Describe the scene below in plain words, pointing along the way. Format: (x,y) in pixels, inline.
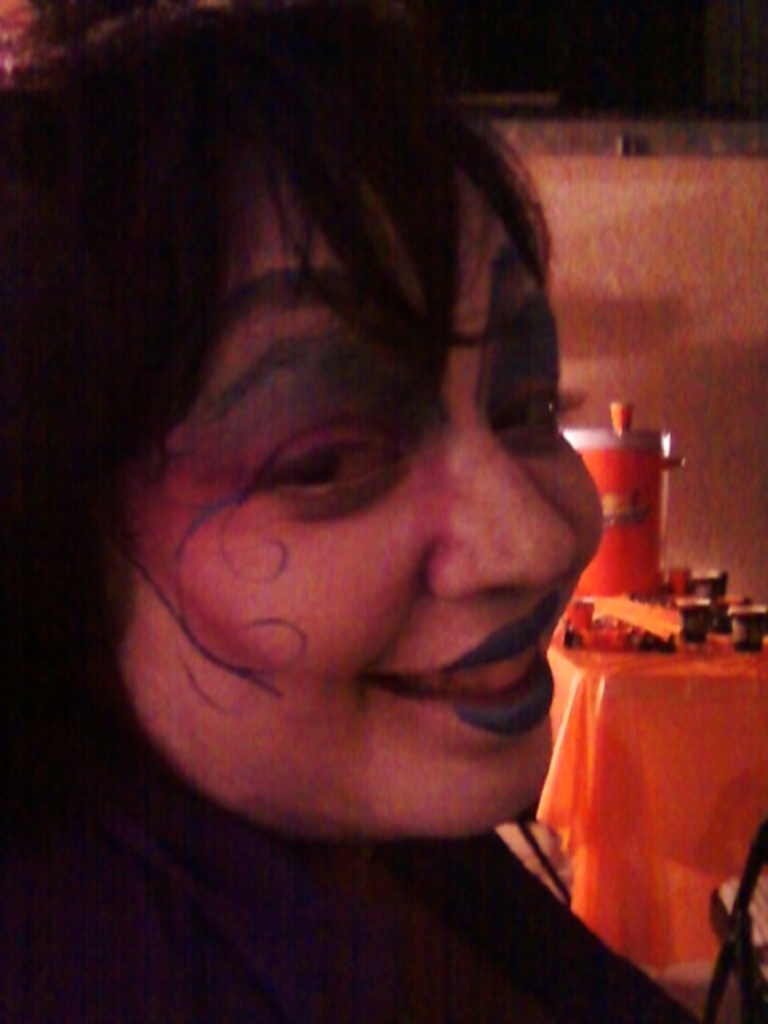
In this image we can see a lady (267,676) smiling. On the right (652,702) there is a table (706,725) and we can see things (703,625) placed on the table (678,816). There are chairs (725,913). In the background (700,364) there is a wall (700,364).
